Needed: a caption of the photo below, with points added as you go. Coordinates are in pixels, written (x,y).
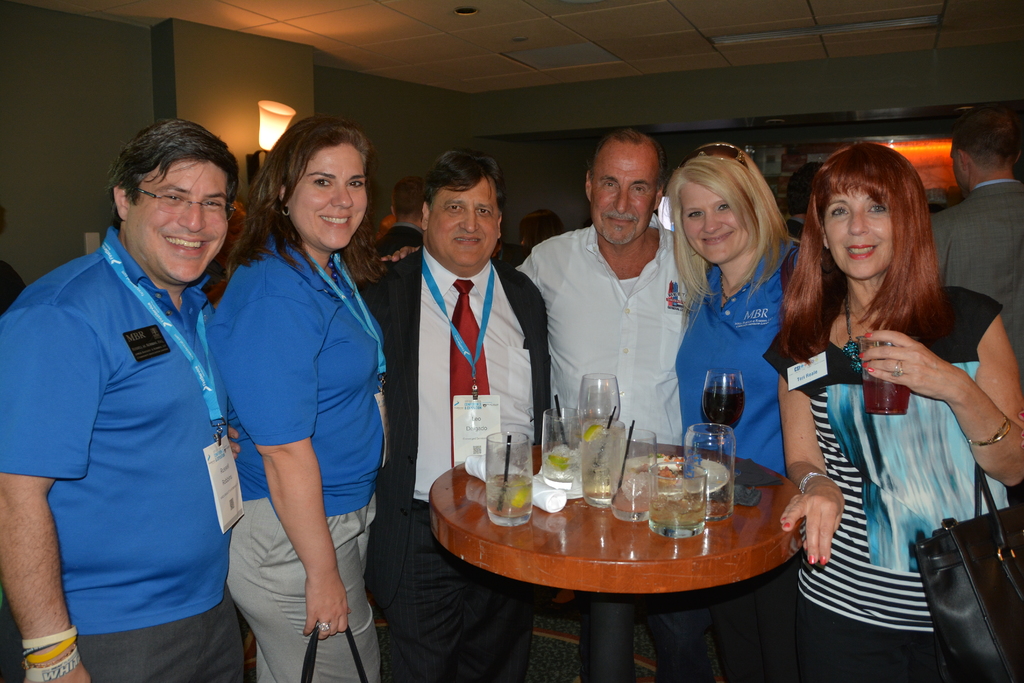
This image is clicked in a room (229,120). there is light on the top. There are 6 people (521,386) standing around the table (681,564) which is in the middle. There are so many glasses (581,450) on that table (551,520) and tissue rolls (554,508). Three of them (892,452) are women (376,390) and three of them (158,385) are men (460,373). The one (925,405) who is on the right side (964,544) is holding bag (950,580). Three of them who are on left side (192,366) are wearing ID cards (222,454).
